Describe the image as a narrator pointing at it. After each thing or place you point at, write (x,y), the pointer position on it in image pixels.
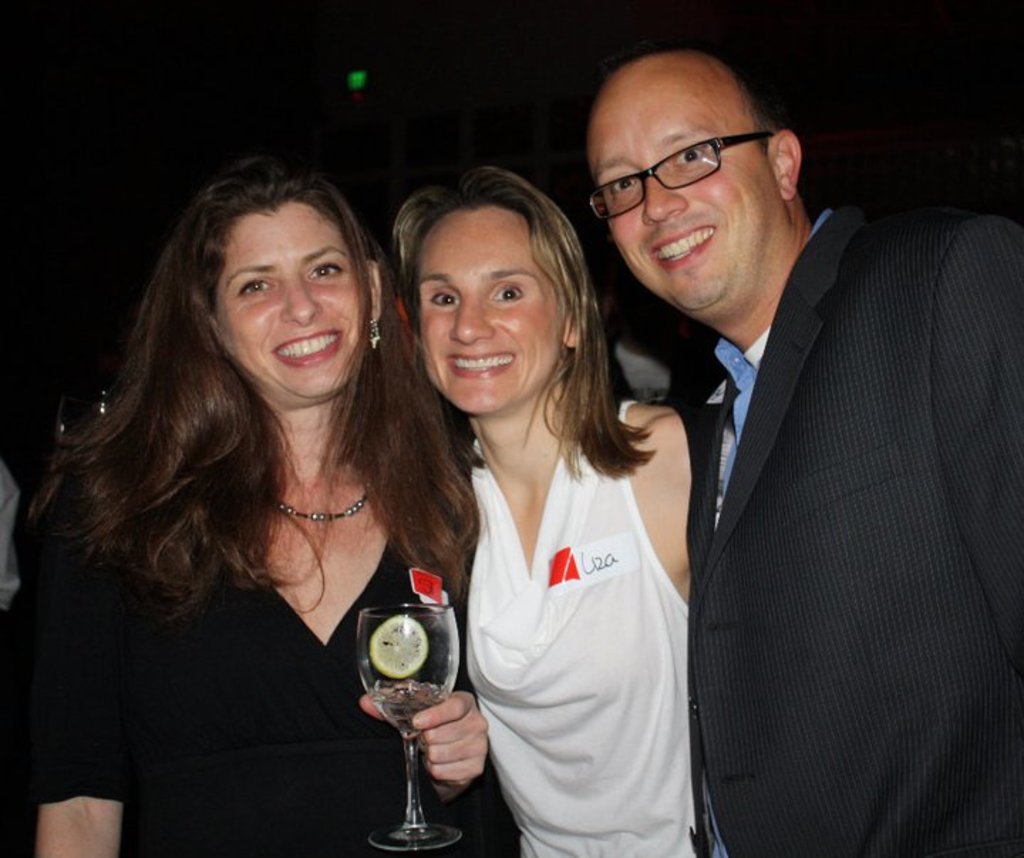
Here we can see a man (936,440) and two women (651,509). They are smiling and she is holding a glass (420,646) with her hand (431,733). There is a dark background (867,71).
